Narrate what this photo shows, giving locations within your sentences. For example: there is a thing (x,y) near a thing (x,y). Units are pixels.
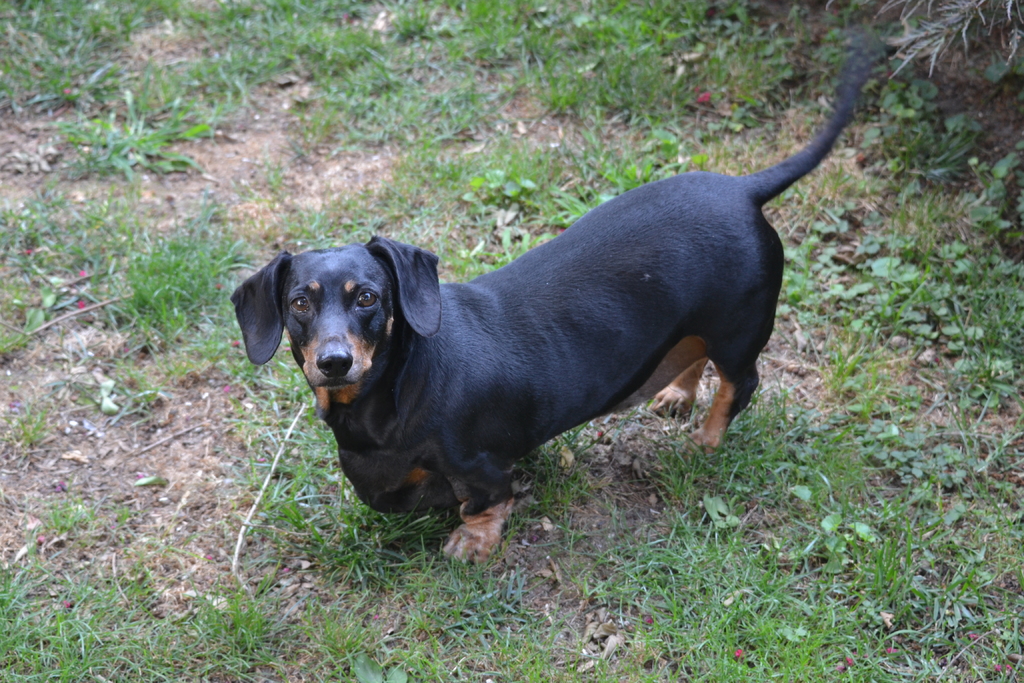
In this image, I can see a dog (552,382) which is black in color. This is the grass (671,44).
